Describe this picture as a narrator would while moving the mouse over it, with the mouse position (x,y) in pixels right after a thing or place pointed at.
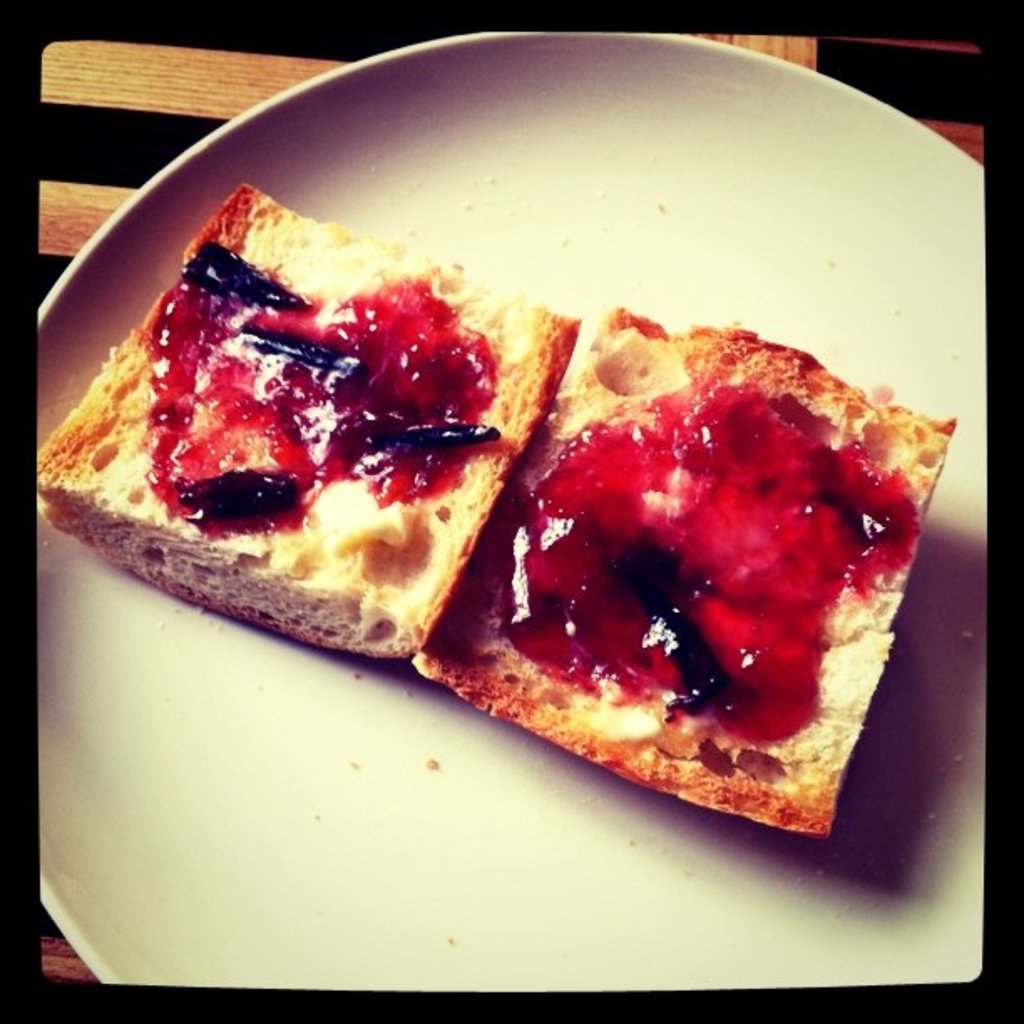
In this image I can see a white colour plate (377,707) and on it I can see food (565,496) which is of brown and red colour.
